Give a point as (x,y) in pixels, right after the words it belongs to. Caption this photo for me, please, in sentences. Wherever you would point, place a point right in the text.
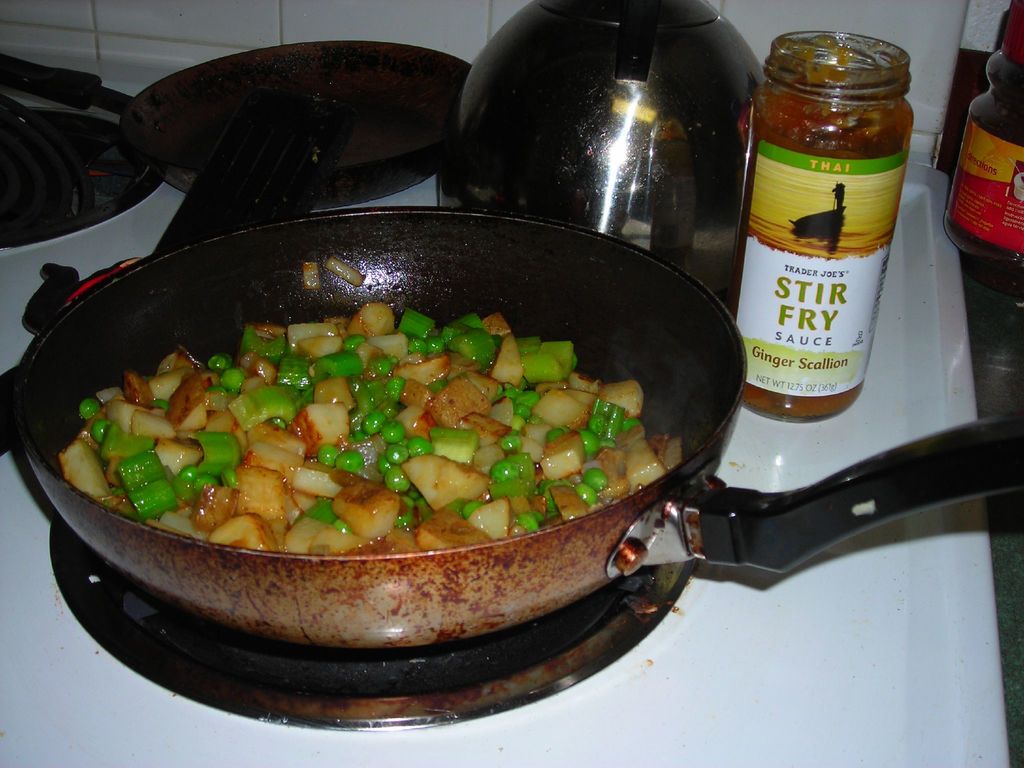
In this image I can see in the middle (484,415) there are food ingredients (429,485) in a pan (482,623) on the stove (534,639). On the right side (792,52) there is a glass jar (842,35).
